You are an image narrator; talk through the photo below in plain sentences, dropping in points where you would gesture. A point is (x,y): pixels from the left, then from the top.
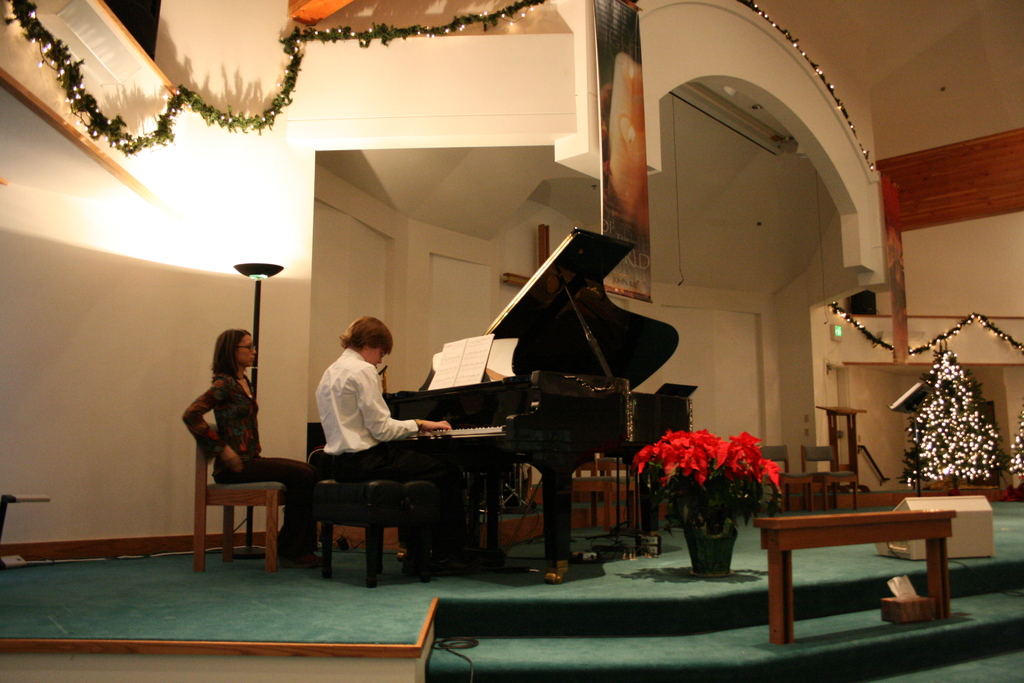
In this picture we can see a wall (252,187) and a woman (231,353) sitting on a chair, and beside a person (330,427) playing a piano (455,430) and here is the book (455,342), and here is the flower vase (710,493) on the carpet (660,593), here is the staircase (827,667) and there is the xmas tree (953,373) on the right corner (959,413).
